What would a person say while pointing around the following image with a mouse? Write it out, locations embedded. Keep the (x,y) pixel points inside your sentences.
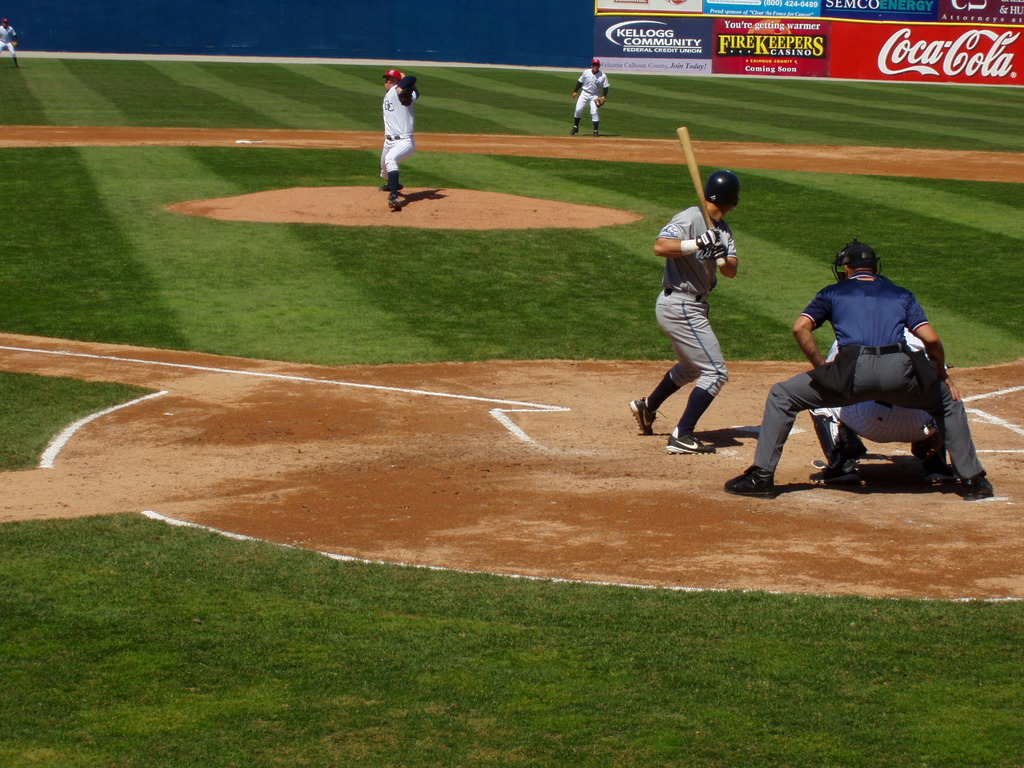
This picture is taken in the ground (532,471). Towards the right (699,356), there is a man (720,380) holding a bat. He is wearing grey clothes (678,280) and black helmet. Beside him, there are two men (874,352) is in squatting position. At the bottom (563,659), there is a grass (572,641). At the top (385,155), there are two people (584,94) wearing white clothes (599,94). Behind them, there is a board (684,36) with some text (748,43).
